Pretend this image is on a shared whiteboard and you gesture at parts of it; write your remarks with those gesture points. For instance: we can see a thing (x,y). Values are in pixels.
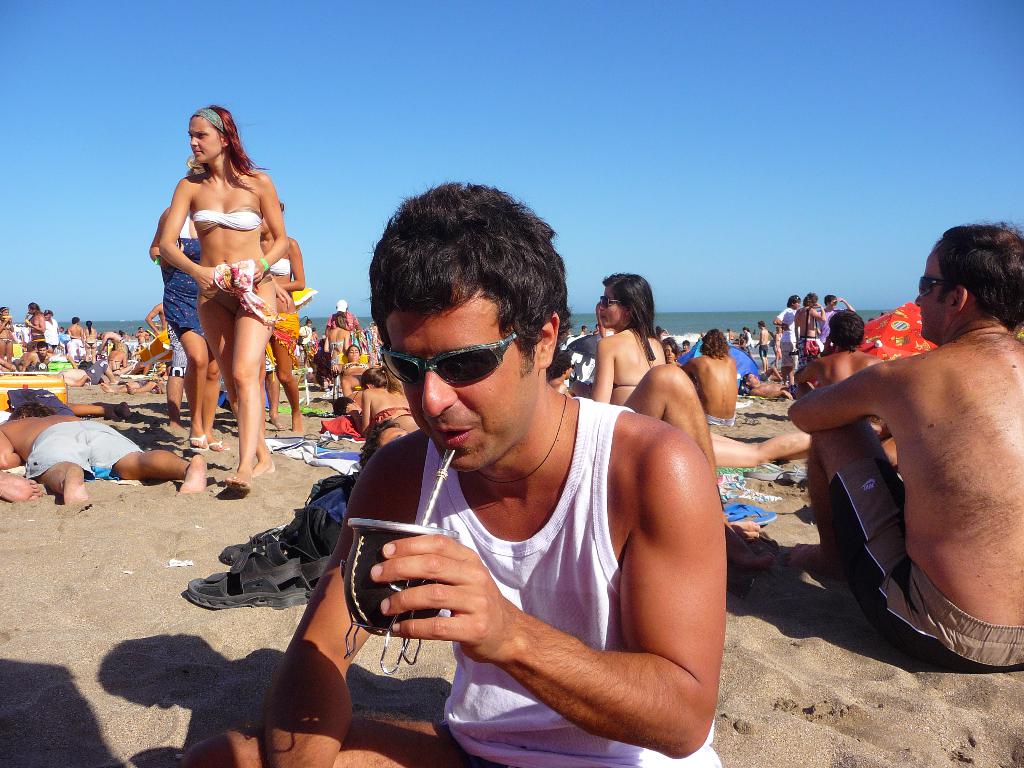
There is one man (472,630) sitting and drinking as we can see at the bottom of this image (539,527). We can see people (182,360) in the background (376,416) and the sky (681,172) is at the top of this image (610,140).
